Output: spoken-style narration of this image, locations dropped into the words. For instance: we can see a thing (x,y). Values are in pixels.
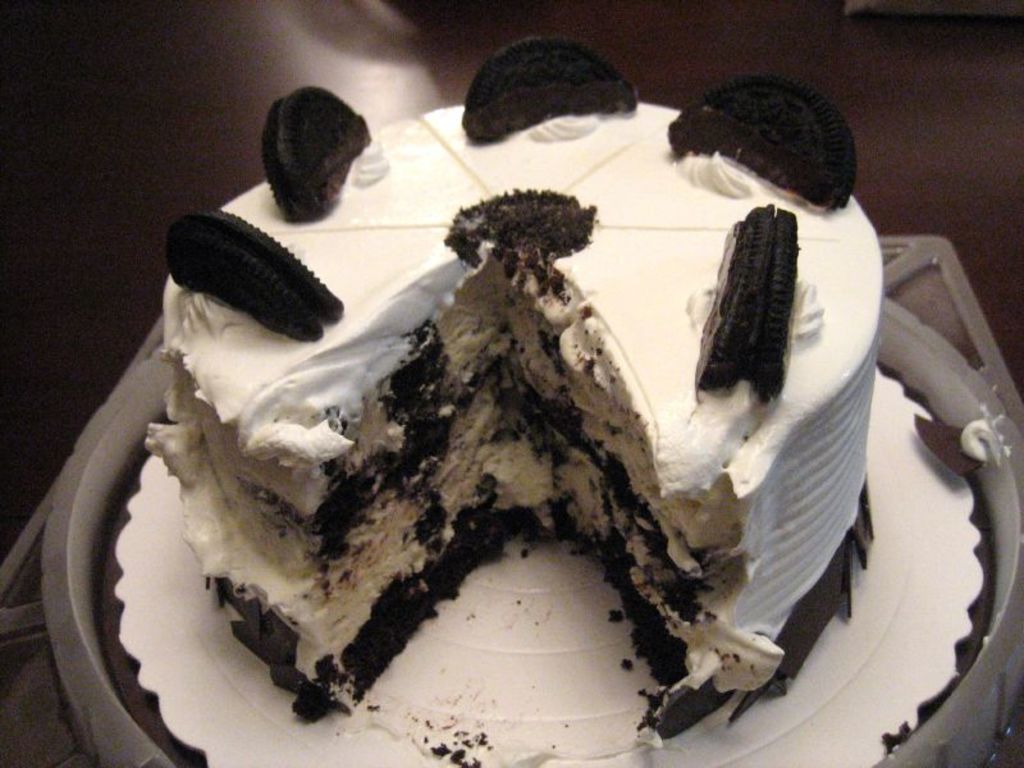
In this image we can see a cake (490,500).
